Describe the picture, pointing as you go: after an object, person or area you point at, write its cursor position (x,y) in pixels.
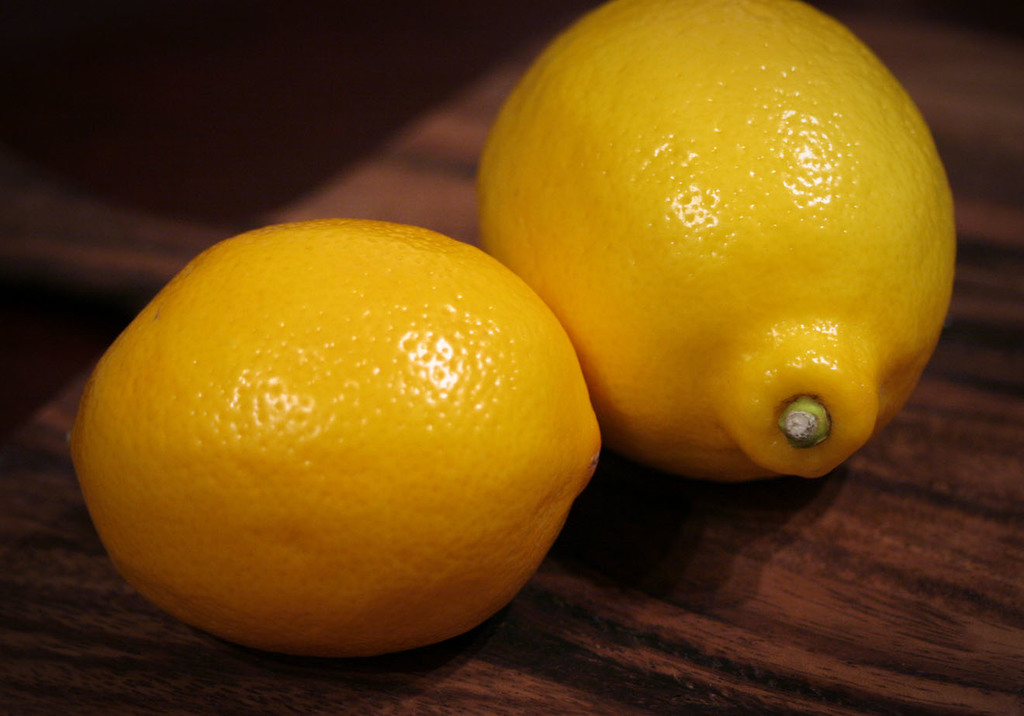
In the center of the image (605,477) we can see one table (642,542). On the table (632,468), we can see two lemons (663,201), which are in yellow color.
